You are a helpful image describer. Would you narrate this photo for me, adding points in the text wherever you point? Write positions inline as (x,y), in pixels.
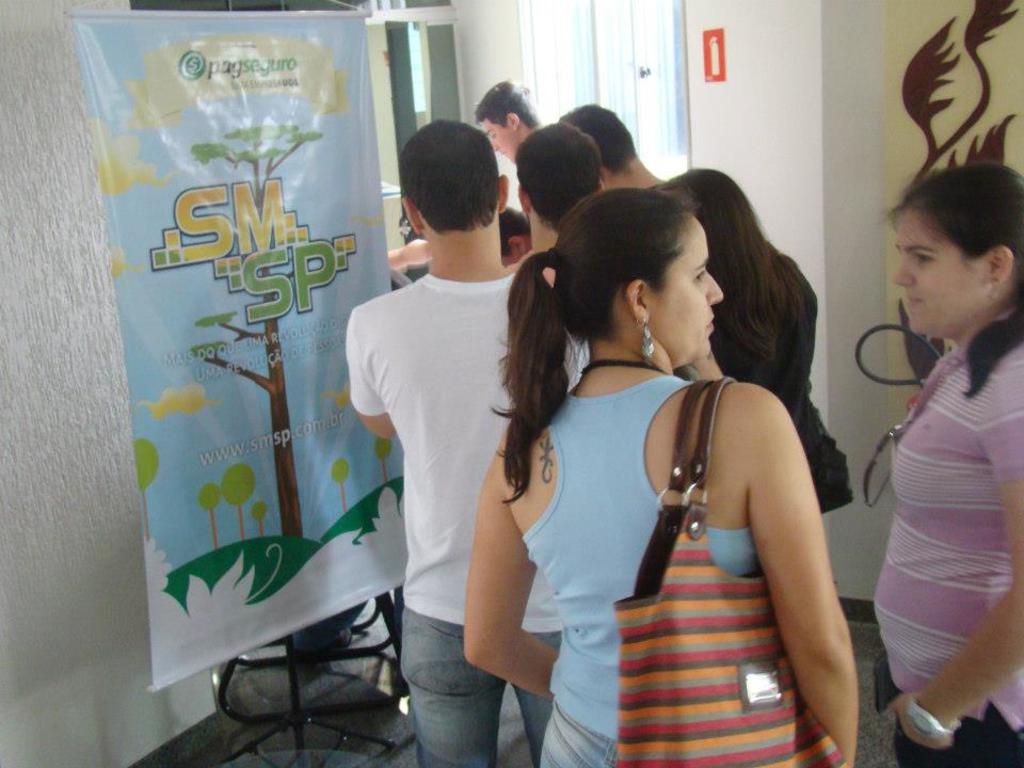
In the picture there are few men (578,357) and women (671,330) stood in line at entrance (681,54) of the room (450,84) and beside the door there is a banner (250,203).
